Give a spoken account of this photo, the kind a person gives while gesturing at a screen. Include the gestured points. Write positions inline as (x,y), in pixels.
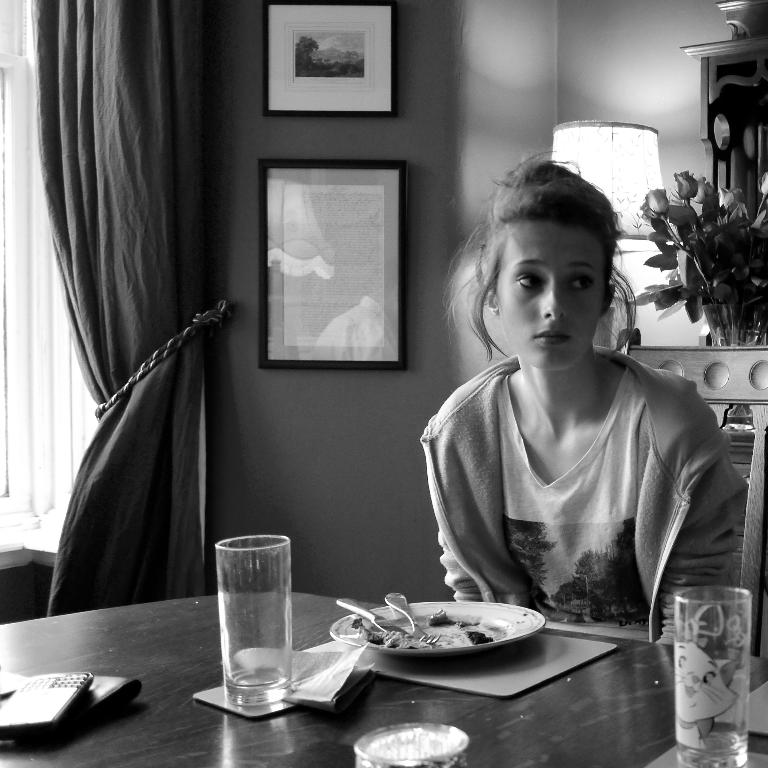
This is a picture of a woman (554,206) seated in a chair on a dining table (113,722). On the table (255,744) there is a glass (238,656), plate (347,641), spoon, mobile (51,713). On the top right (714,203) there is a bouquet (740,284), lamp (619,196). In the center of the background (315,263) there are frames (340,170). On the top left (44,219) there is window (55,329) and a curtain (127,248).
